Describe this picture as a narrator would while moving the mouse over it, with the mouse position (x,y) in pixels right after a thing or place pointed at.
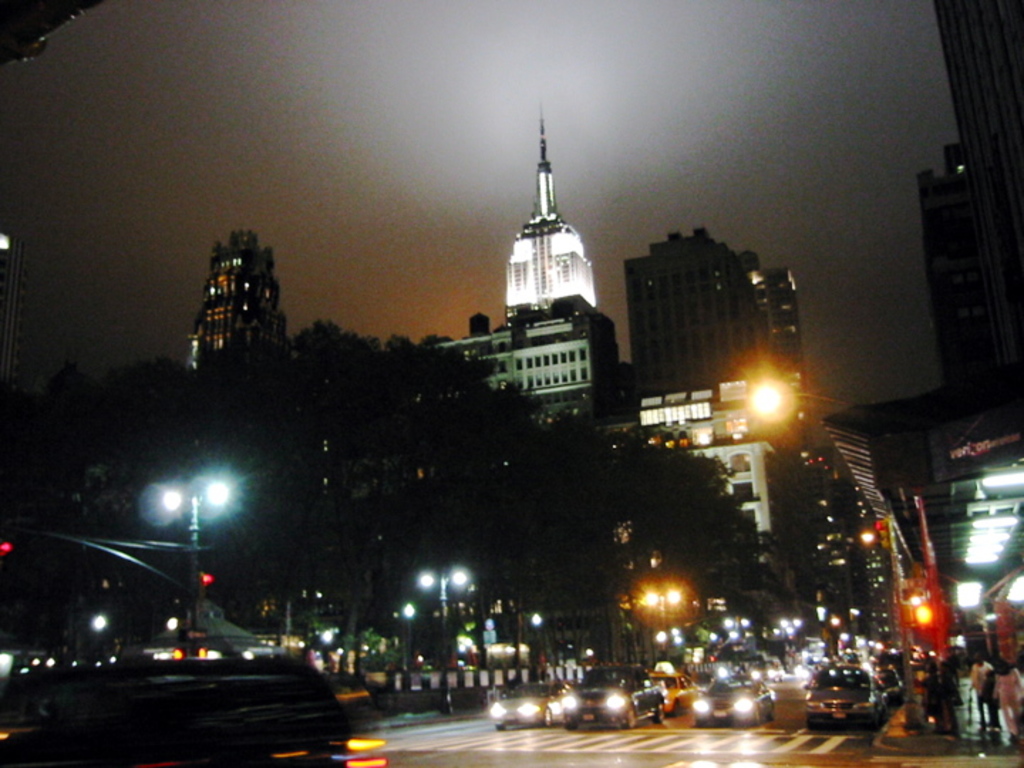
In this image we can see lights (179,657), poles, trees (160,554), traffic signal (931,616), buildings (262,308), and people (1012,697). There are vehicles (636,686) on the road (417,751). In the background (381,218) there is sky (830,173).
